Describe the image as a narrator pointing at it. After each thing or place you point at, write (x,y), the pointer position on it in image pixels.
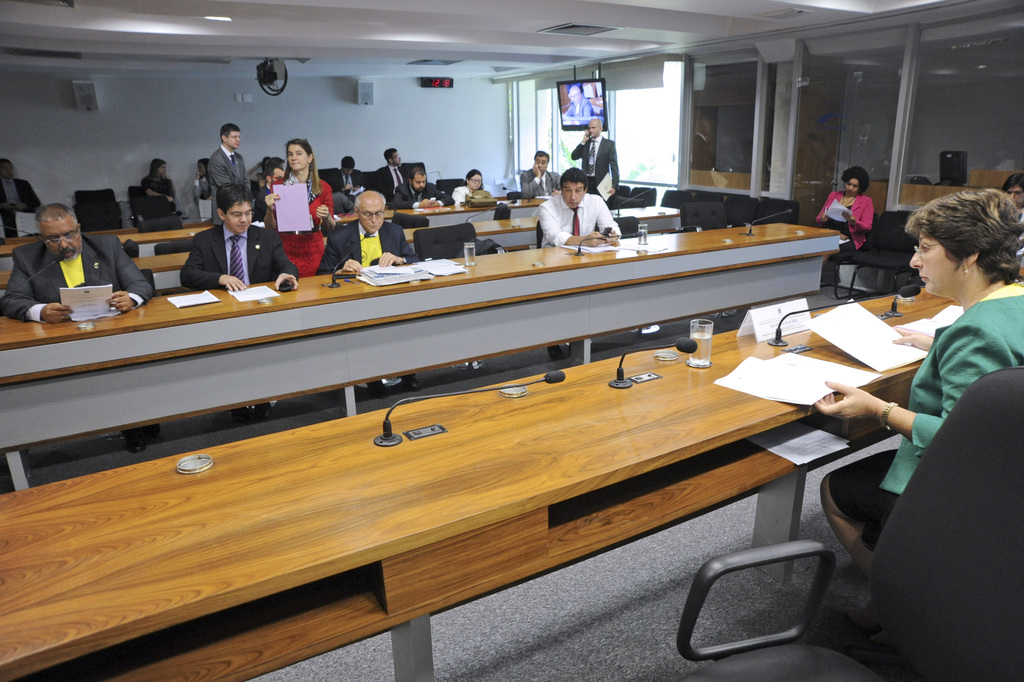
In this Image I see number of people (1002,244) in which most of them are sitting on chairs (82,212) and few of them are standing, I can also papers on the tables (532,323) and few in their hands (128,310). In the background (506,163) i see a wall (487,148) and a television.
